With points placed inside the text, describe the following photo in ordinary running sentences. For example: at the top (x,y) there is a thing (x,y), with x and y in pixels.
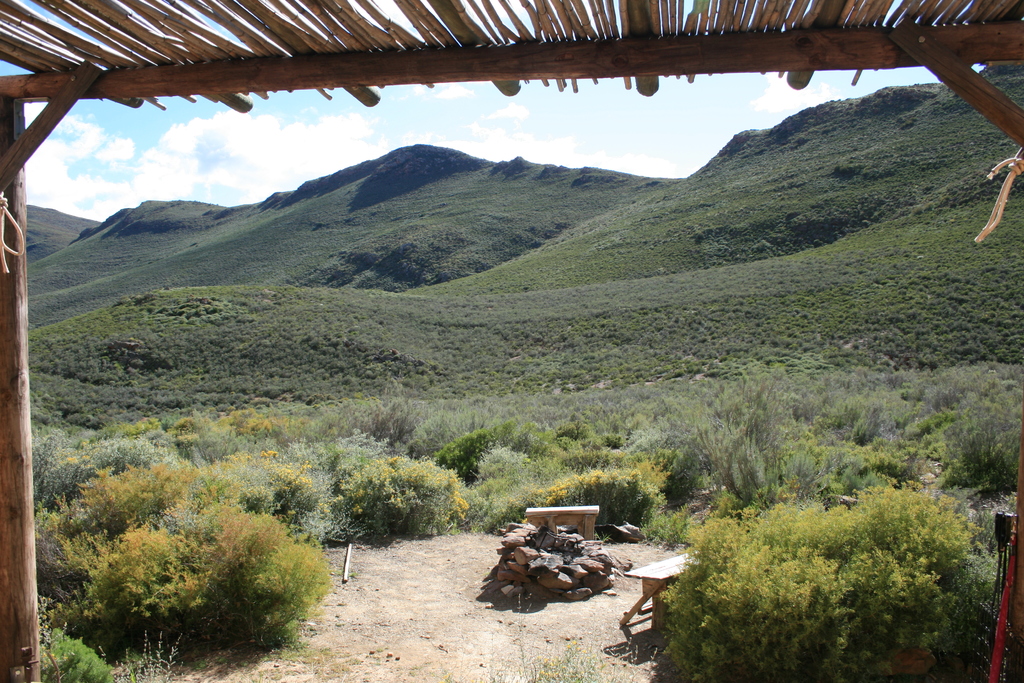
In this image in the background (193,256) there are some mountains (727,312), at the bottom (378,512) there are some plants (685,580) and wooden sticks (655,591). On the top of the image (376,78) there is a wooden pole (684,66) and wooden sticks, at the bottom (407,632) there is sand (526,632) and on the top of the image (229,145) there is sky (495,118).
